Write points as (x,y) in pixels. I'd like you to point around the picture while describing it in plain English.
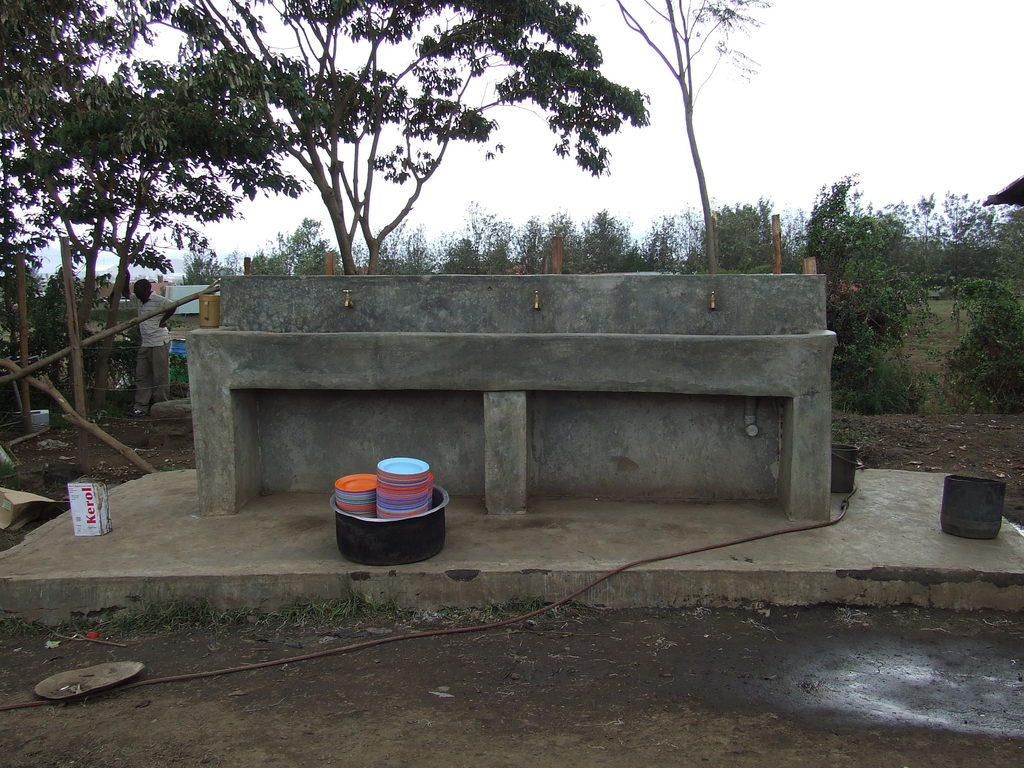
In this image we can see a sink (327,286), there are some objects (81,639) on the ground (32,639), we can see few trees (132,368), poles (114,328) and a person (150,339), in the background (85,239) we can see the sky (772,197).
